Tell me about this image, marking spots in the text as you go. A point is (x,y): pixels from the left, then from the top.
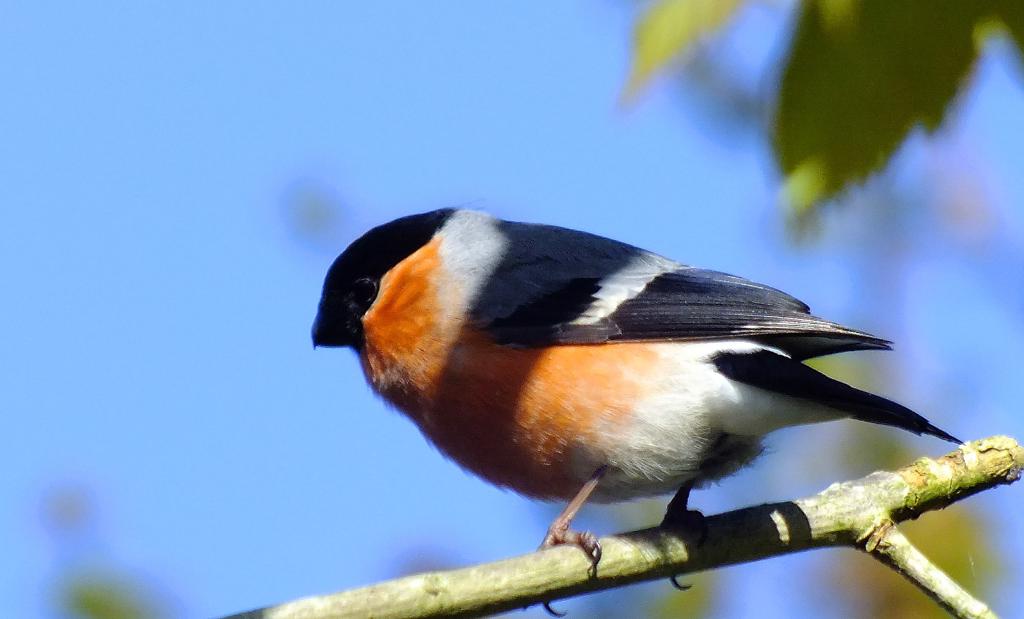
This picture shows a bird (703,440) on the branch (623,568). The bird (563,482) is white, orange and black in color and we see leaves (933,116) and a clear Sky (464,180).
